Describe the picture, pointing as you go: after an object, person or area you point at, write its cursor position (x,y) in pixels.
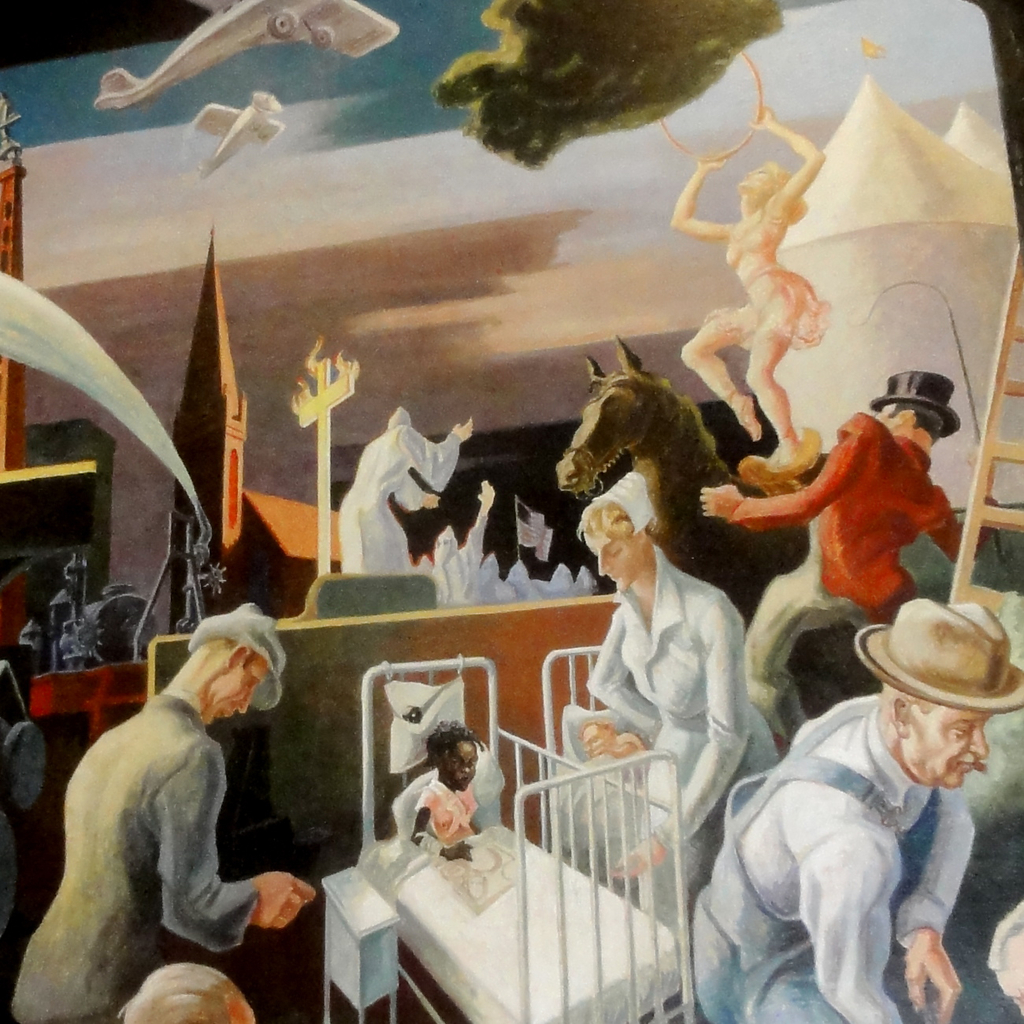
This picture is painting. We can see some of persons (754,970) are present and also we can see bed (406,920), table (397,931), ladder (983,445) are there. At the top of the image (483,184) an aeroplane (280,22), sky (389,253), building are present.
